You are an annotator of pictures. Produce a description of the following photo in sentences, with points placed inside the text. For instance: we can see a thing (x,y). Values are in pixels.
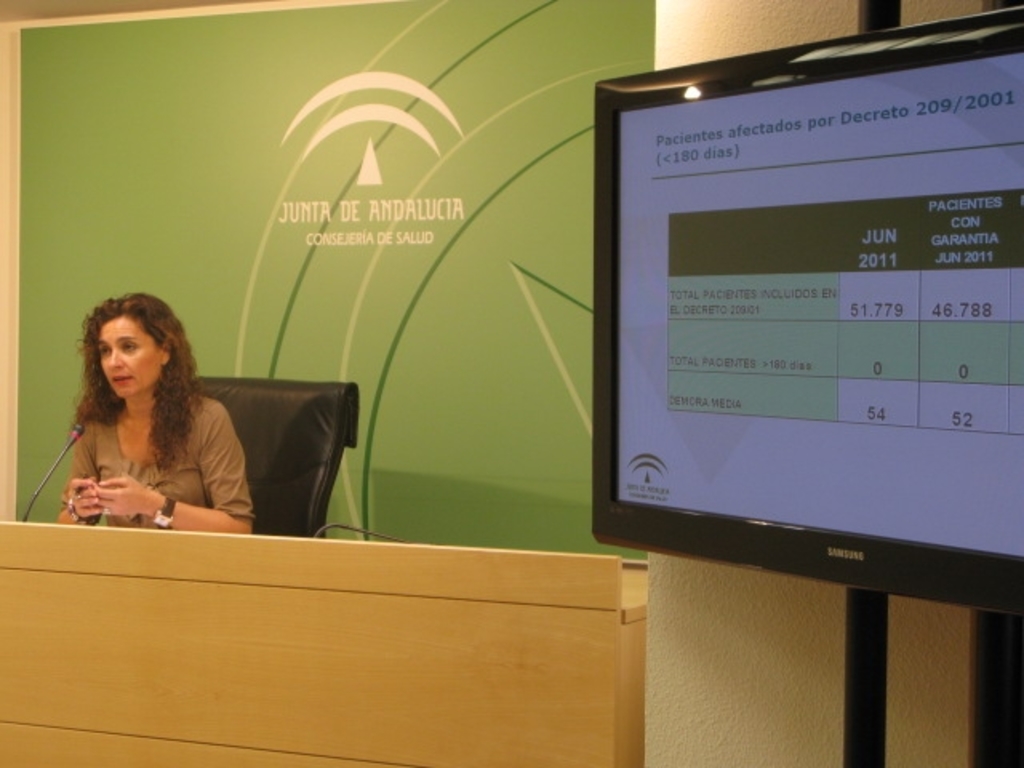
On the left side (167,324), there is a woman (142,337) sitting on a chair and speaking in front of a table (217,537). Which is having mic (81,430). On the right side (889,500), there is a screen (930,145) which is attached to the black color pole (877,746). In the background (512,118), there is a green color hoarding (547,118) near white wall (791,7).
